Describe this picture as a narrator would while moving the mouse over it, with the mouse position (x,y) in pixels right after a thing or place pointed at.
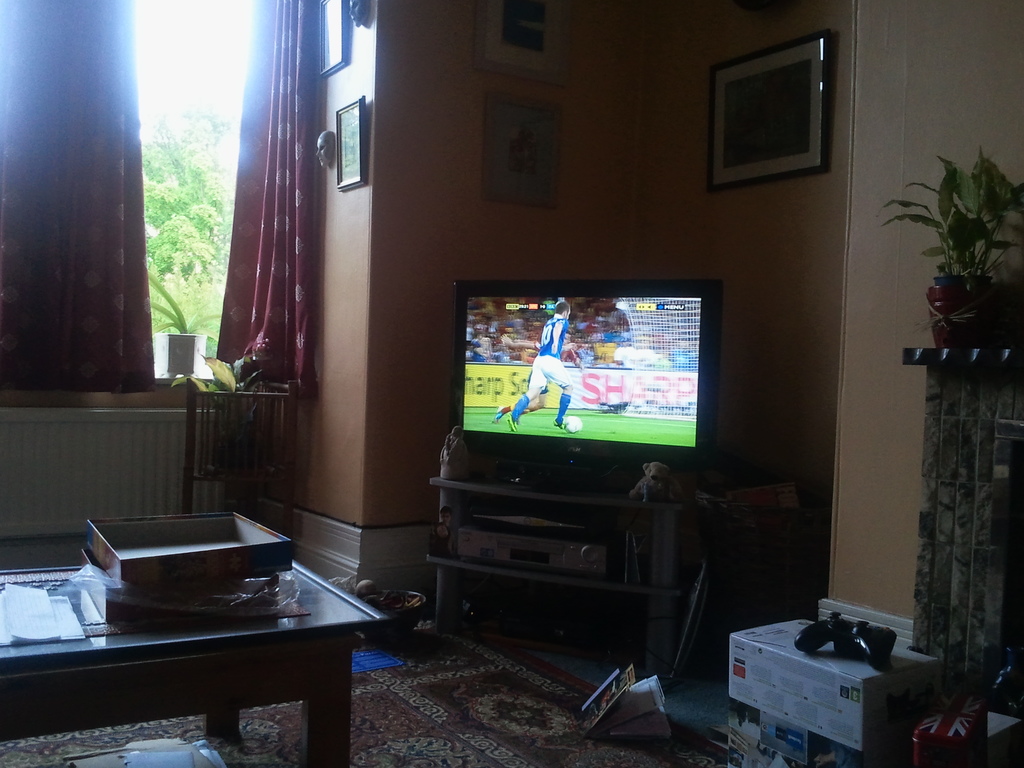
This image is taken inside the house (497,509) in the center (543,474) there is a TV (544,443) on the stand (498,491) and on the left side (116,641) there is a table (142,628) on the table (106,639) there are boxes (145,587). On the right side (812,688) there is a white colour box (795,693) and on the box (839,663) there is a black colour object (845,641). In the left side (135,287) there are red colour curtains (261,251) and on the wall (347,90) there are frames (347,150), outside the window (148,208) there are trees (183,263). On the floor (529,704) in the center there is a mat (495,707).
